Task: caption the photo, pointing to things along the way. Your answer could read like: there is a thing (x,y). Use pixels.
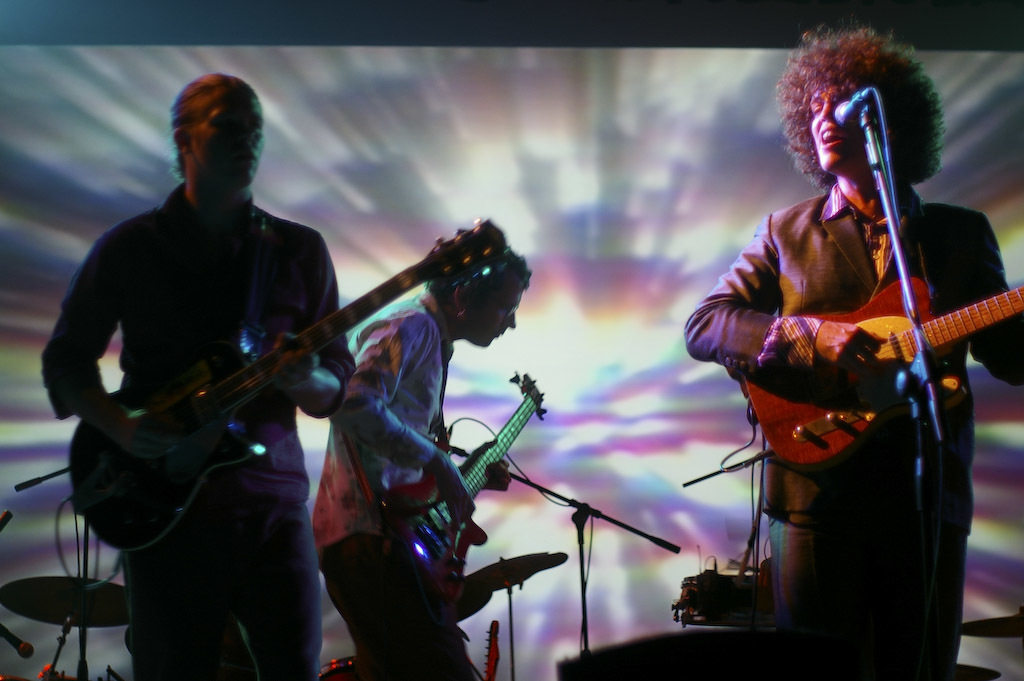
In this picture we can see three men (386,349) holding guitars (928,342) in their hands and playing it and here this person (834,117) is singing on mic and in background (678,606) we can see drums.
